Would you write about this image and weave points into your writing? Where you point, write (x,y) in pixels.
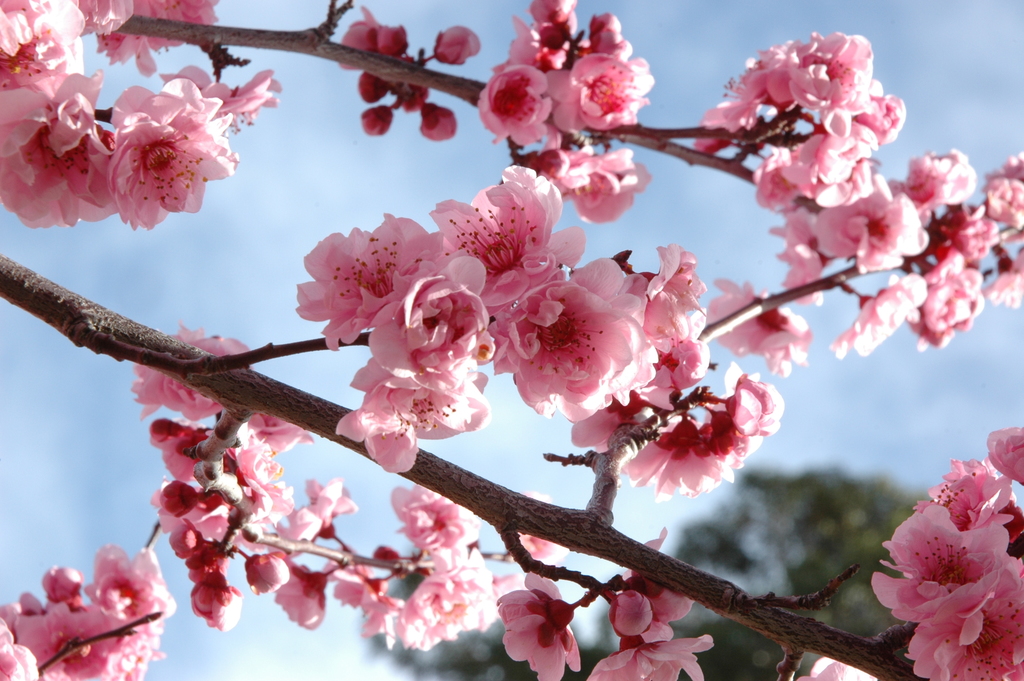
Here we can see flowers (571,391) and branches (263,381). In the background (266,203) we can see a tree (843,529) and clouds (235,196) in the sky (74,424).
